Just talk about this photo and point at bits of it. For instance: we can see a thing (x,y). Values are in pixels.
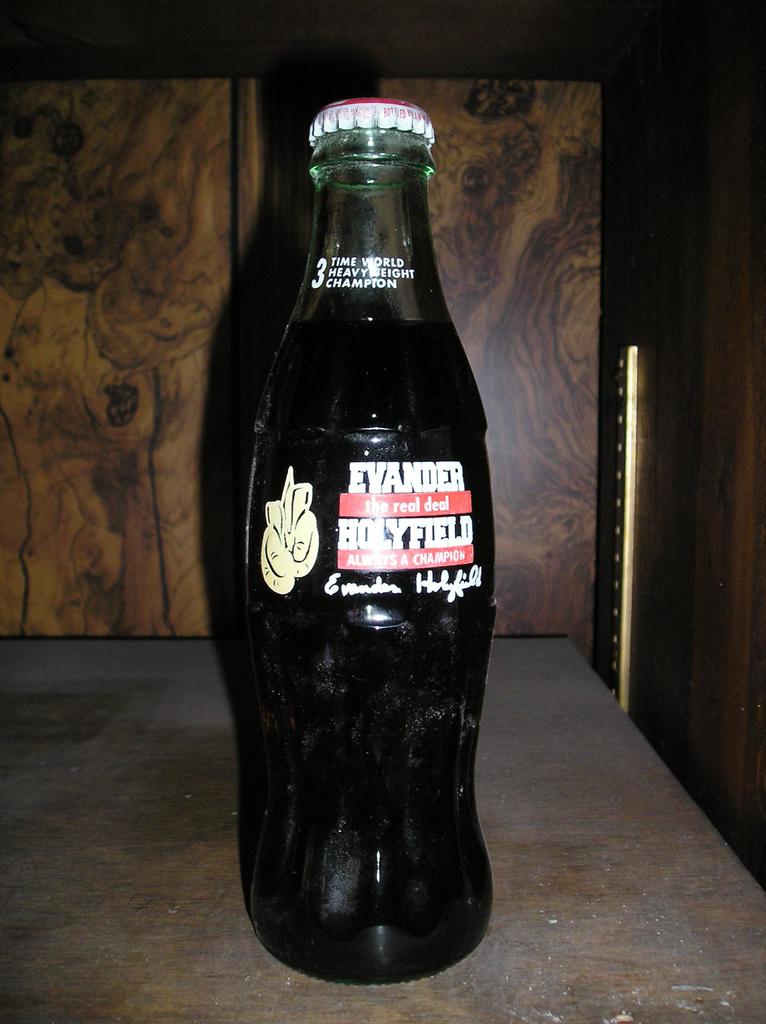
There is a room (304,718). The bottle (470,702) on a table (530,718). The bottle (405,759) has a sticker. The bottle (391,759) has a cap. We can see in the background (529,612) there is a cupboard (528,590).
